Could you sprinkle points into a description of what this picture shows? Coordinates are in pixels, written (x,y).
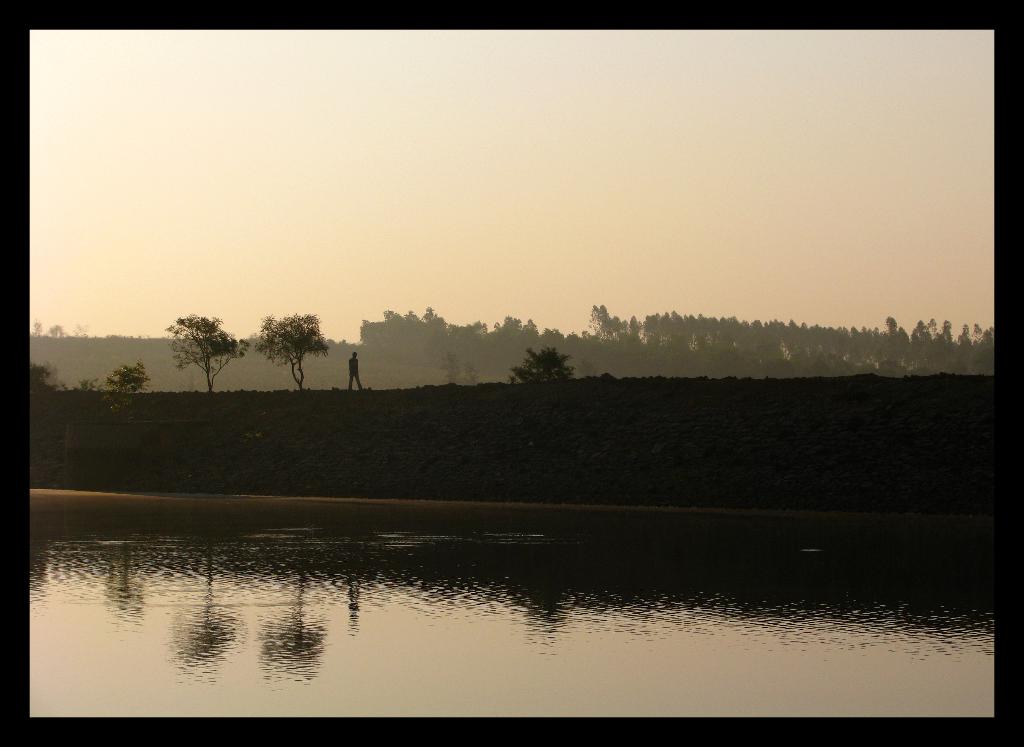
In this image I can see the water (365,637). I can see the stones (415,461). I can see a person (352,372) standing. In the background (304,371), I can see the trees (389,346) and the sky (427,188).
